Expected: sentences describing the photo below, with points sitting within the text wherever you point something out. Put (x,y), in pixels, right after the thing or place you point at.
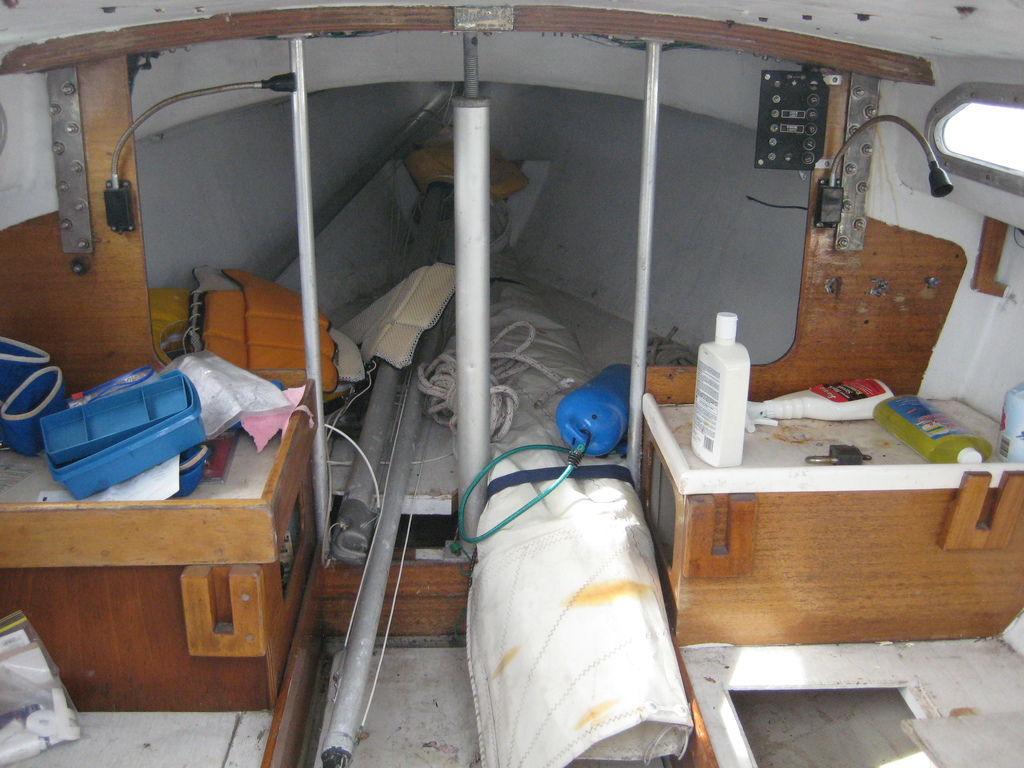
In this image I can see a white colour thing (512,334), a rope (579,445), few iron poles (475,248) and a blue colour thing (591,395). On the right side of this image (708,373) I can see few plastic bottles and on the left side (195,403) I can see few blue and white colour things (188,447). I can also see an object (2,702) on the bottom left side of this image (16,651) and in the background (239,348) I can see few orange colour things (262,339) and other stuffs (432,287).
